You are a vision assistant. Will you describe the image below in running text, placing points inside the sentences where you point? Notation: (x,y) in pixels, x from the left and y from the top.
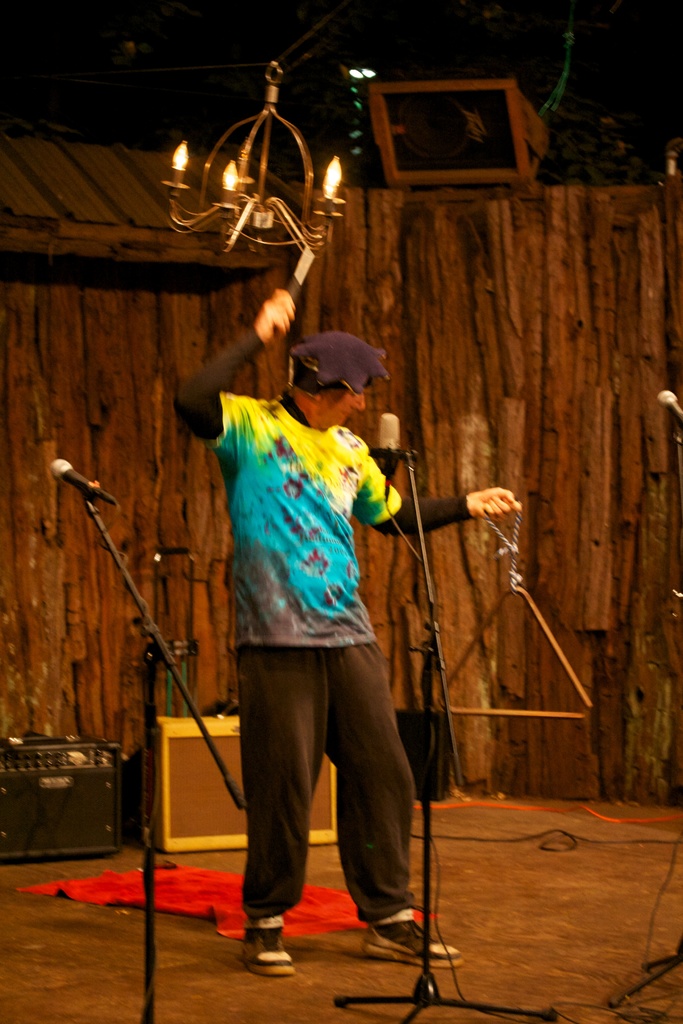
In this image we can see a person (357,696) standing and holding an object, at the top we can see a chandelier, there are mics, cables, cloth (119,882) and some other objects (192,790), in the background (405,371), we can see the wall (119,365).
